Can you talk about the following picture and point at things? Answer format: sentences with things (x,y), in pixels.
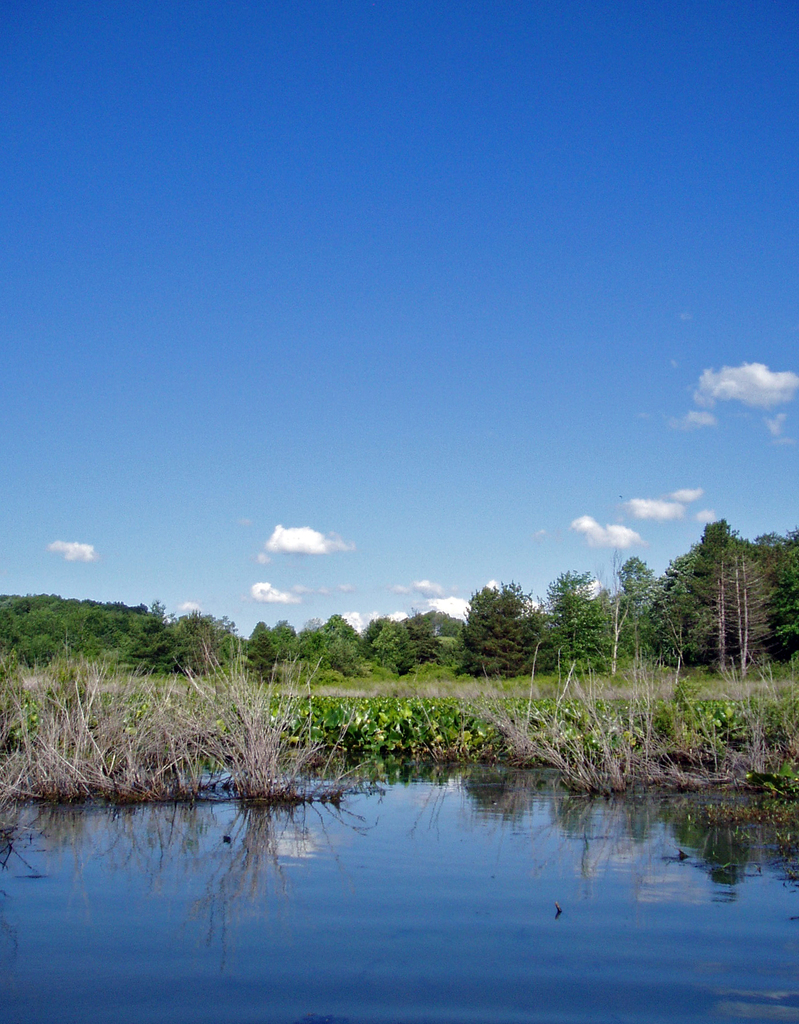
In this image, we can see some trees (464,660) and plants (250,732). There is a lake (446,811) at the bottom of the image (374,936). There is a sky (385,144) at the top of the image (358,112).
